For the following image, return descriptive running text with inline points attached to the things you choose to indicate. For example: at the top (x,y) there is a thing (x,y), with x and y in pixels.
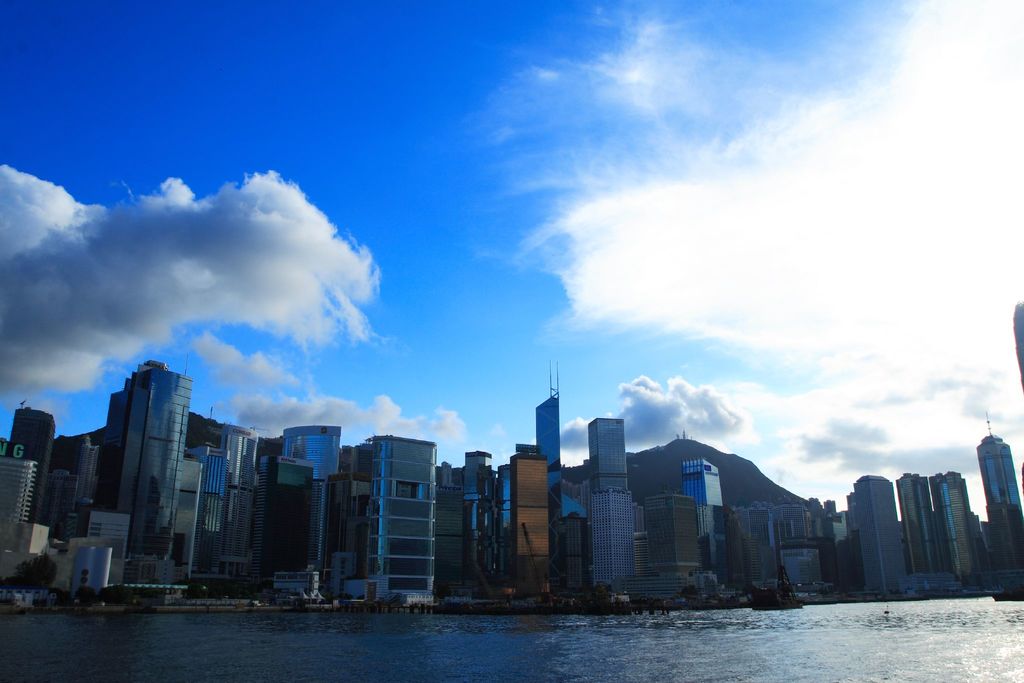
This image consists of buildings (480,464) and skyscrapers (460,533). At the bottom (322,643), there is water (261,648). In the background (252,236), we can see the clouds (221,250) in the sky (330,349).
